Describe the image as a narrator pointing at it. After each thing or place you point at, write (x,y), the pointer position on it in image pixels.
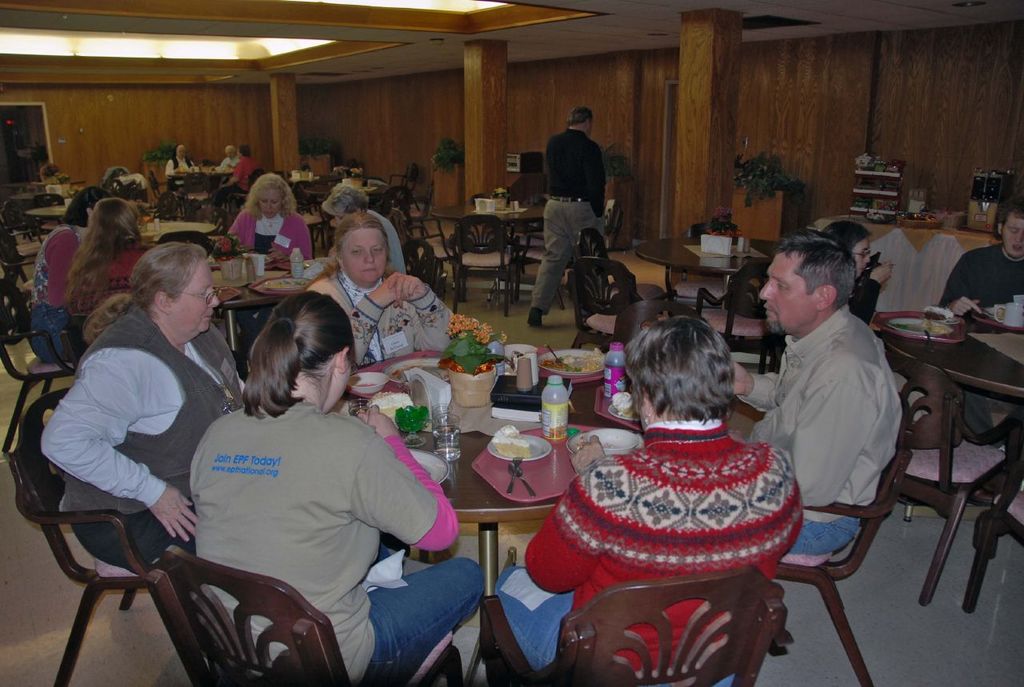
In the image we can see there are people (683,558) who are sitting on chair (729,324) and in front of them there is a table (583,421) on which there are water bottle (557,414), plate (533,444) and fork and spoon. There are lot of people (115,198) in the room (467,194).
